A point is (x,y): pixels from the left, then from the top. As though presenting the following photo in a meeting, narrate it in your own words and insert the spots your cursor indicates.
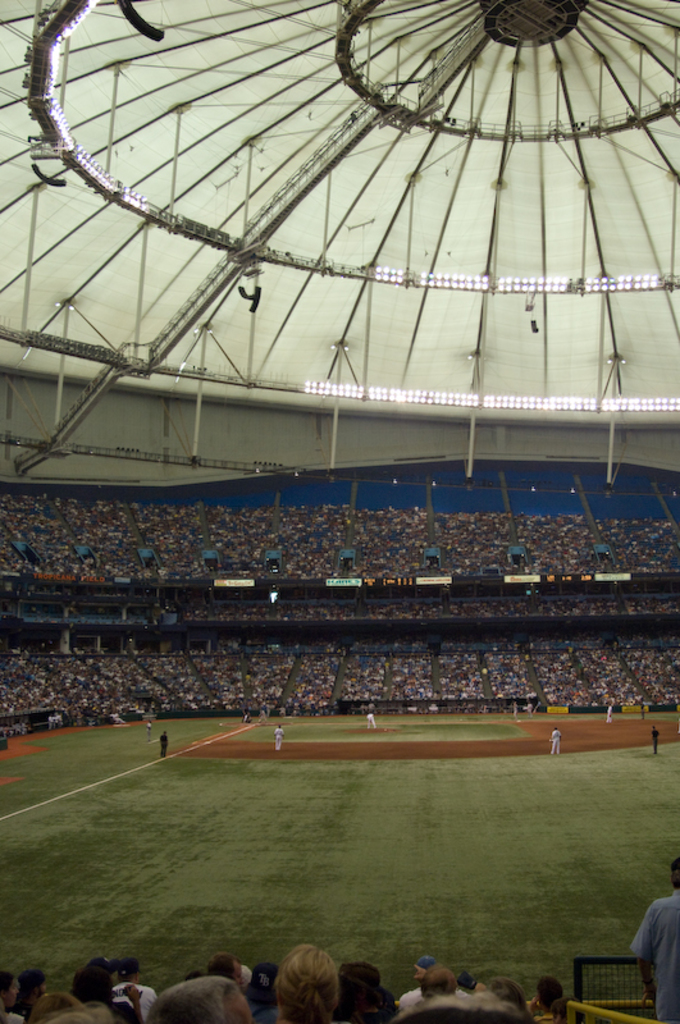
In this picture I can see a stadium (469,693). I can also see group of people (461,688) among them some are standing on the ground (185,800). Here I can see grass (130,759) and white line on the ground (321,856).
